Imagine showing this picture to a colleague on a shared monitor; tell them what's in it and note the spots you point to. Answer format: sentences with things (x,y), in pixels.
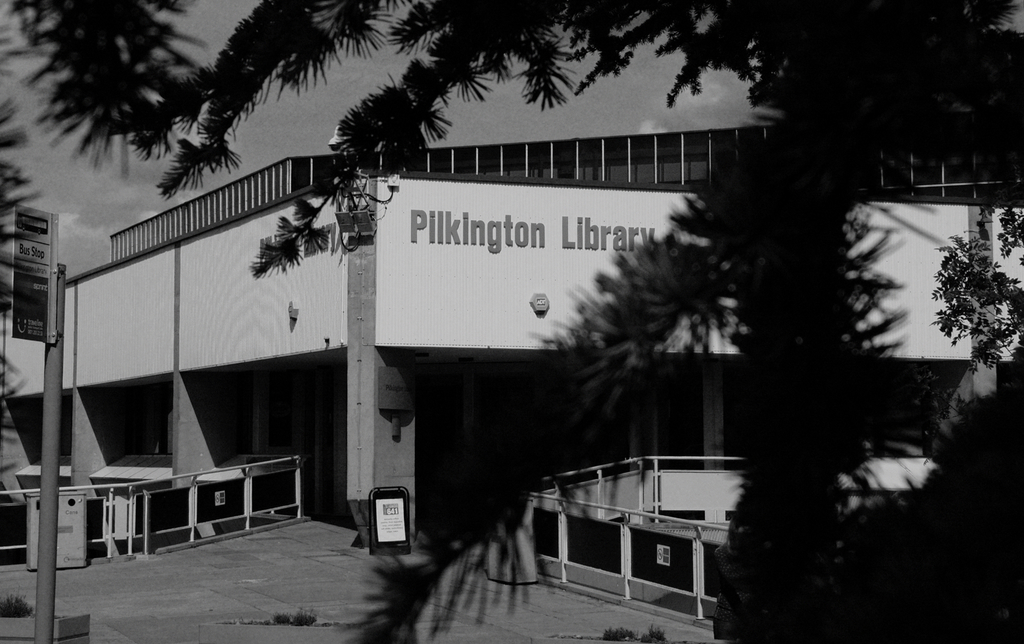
In this image I can see trees (851,155) in the front (621,430). There is a board (48,220) on the left (36,213). There are fences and a building (981,381) at the back (907,401). There is sky (507,84) at the top (734,84). This is a black and white image.
